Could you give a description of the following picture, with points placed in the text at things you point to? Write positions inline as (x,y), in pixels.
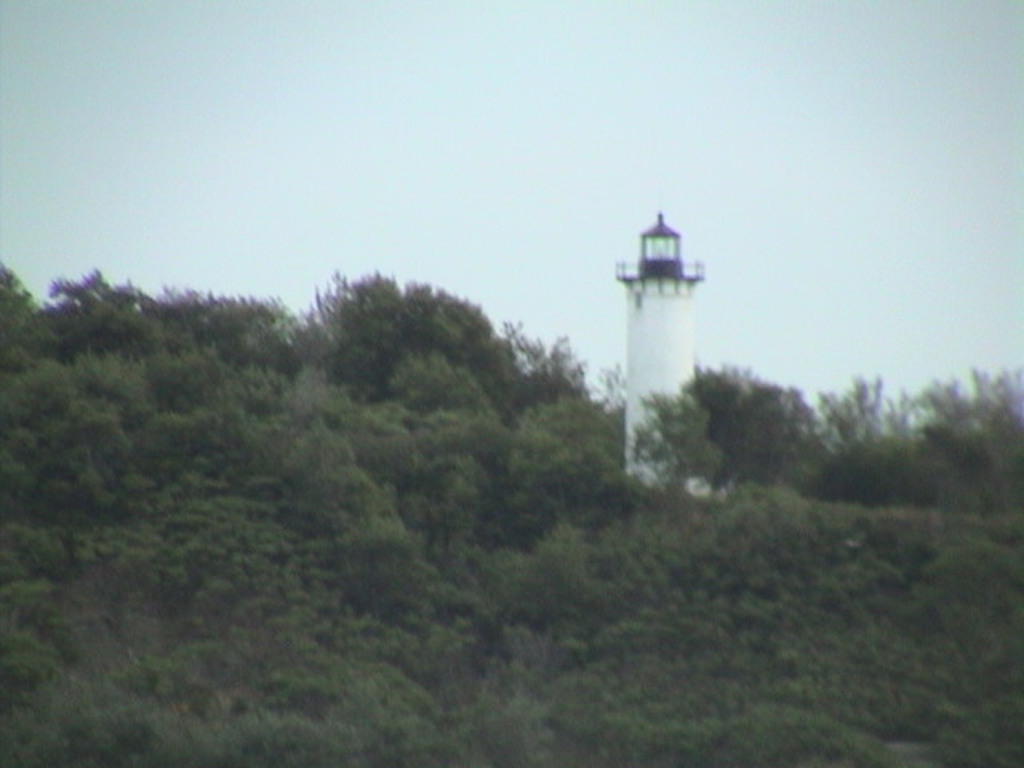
In this picture there is a lighthouse (658,478) on the mountain (694,500). Beside that I can see many trees (742,508). At the top (409,15) there is a sky (386,21).
